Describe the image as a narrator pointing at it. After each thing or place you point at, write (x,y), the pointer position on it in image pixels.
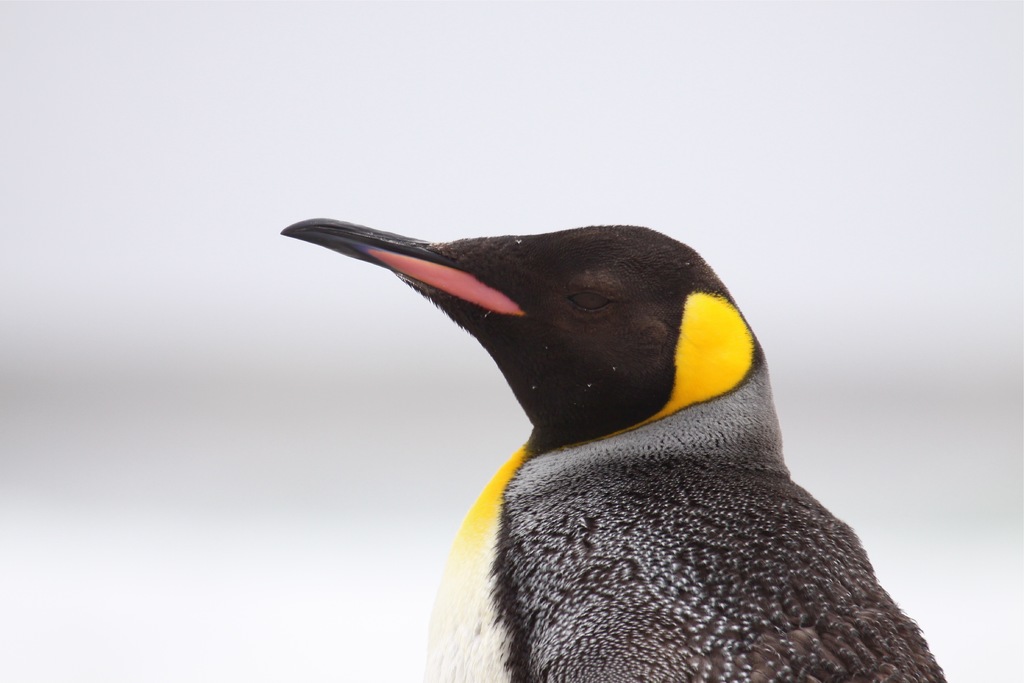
Background (200,235) portion of the picture is in white color. In this picture we can see a bird (701,364).
